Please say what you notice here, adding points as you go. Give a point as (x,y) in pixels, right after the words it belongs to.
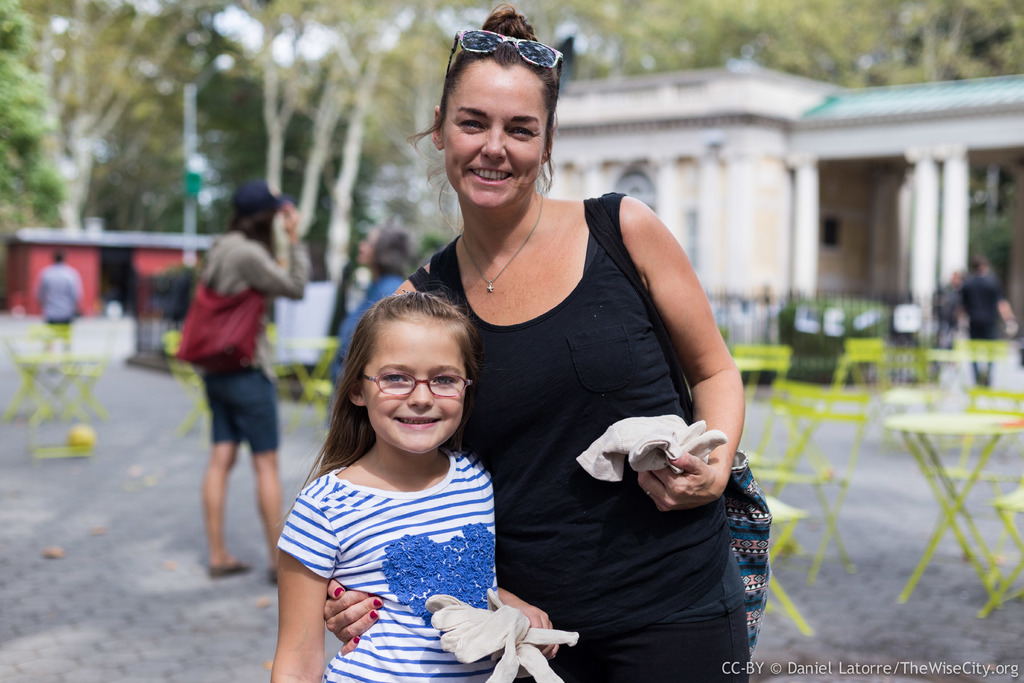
In this image in the front (515,431) there are persons (524,435) standing and smiling and in the background (58,269) there are persons (300,279) standing and there are tables (956,429), empty chairs (795,384) and trees (238,95) and there is a fence (780,328) and there is a building (759,206).
